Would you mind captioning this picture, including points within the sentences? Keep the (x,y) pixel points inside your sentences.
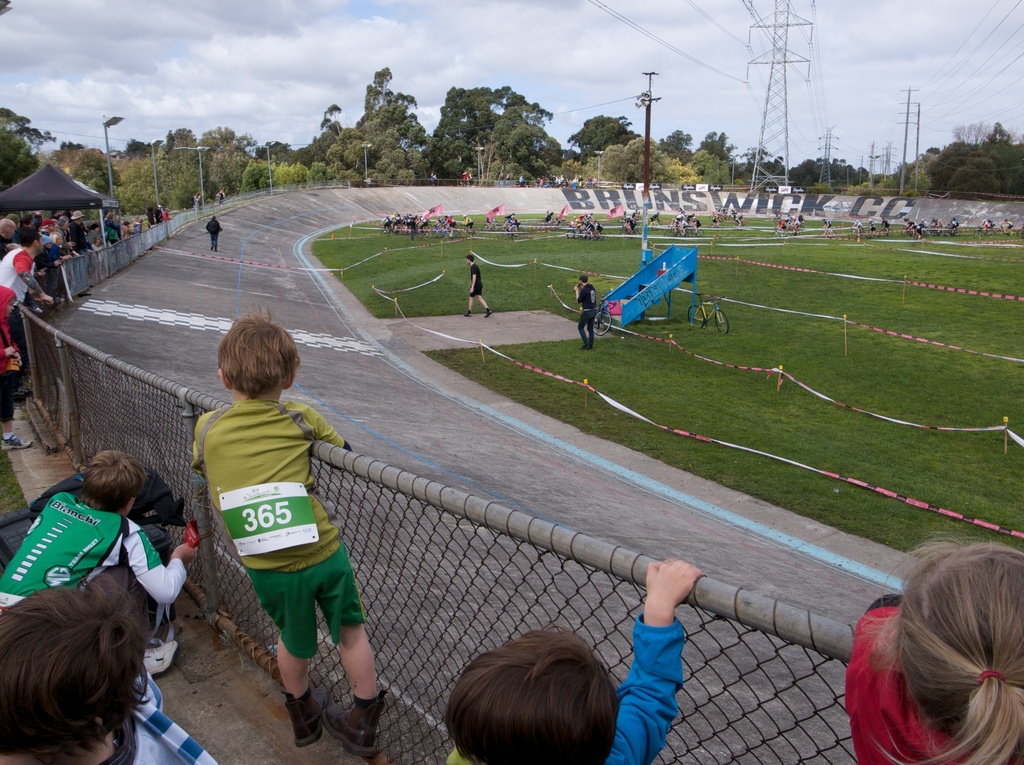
This is an outside view. On the right side (692,218), I can see many people (445,228) are riding the bicycles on the ground (735,402) and also I can see the grass (854,387). Around this ground (417,304) I can see a road (306,227). Beside the road (109,336) there is a net fencing (128,401). On the left side (51,512) many people (51,512) are standing and looking at the ground (488,282). In the background (185,171) there are many poles (199,160) and trees (402,137). At the top (322,39), I can see the sky (224,34).
